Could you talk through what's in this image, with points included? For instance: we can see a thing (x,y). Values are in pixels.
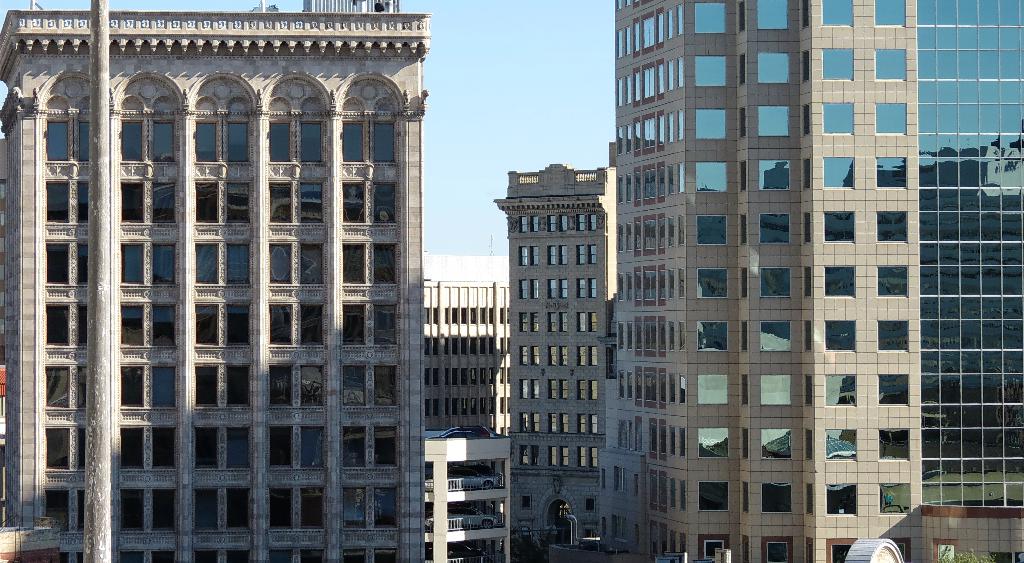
In this picture there is a many glass buildings (722,383). Behind there is a clear blue sky (445,138).
